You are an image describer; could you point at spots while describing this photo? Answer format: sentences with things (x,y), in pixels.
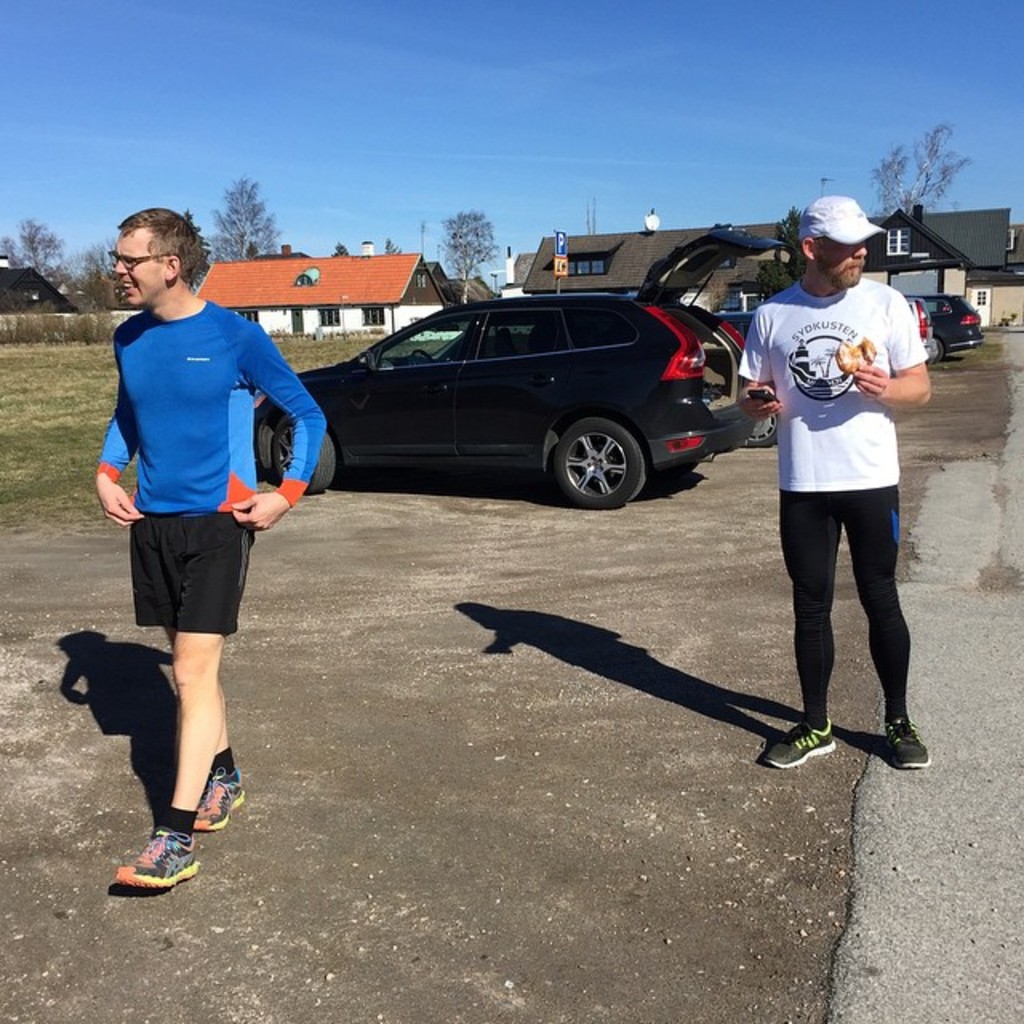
In this picture there are two men (138,267) on the right (839,202) and left side of the image (259,462) and there are cars (491,437) in the center of the image (563,442), there are houses (973,223) and trees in the background area of the image (627,246).
